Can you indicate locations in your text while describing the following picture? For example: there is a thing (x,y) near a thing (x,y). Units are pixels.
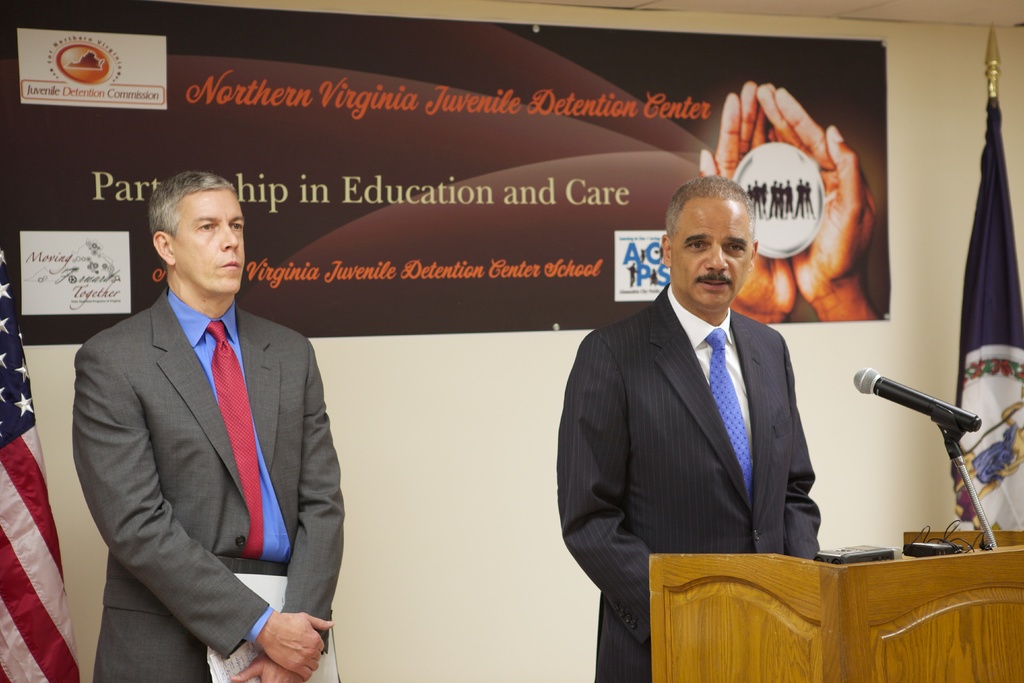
We can see a board (819,162) over a wall (918,178). We can see one man (611,398) standing in front of a podium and on the podium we can see a mike (943,405). There is other man (267,524) holding a book (280,598) in his hands (282,620) and standing beside to this man (725,376). At the right (963,495) and left side of the picture (39,444) we can see flags (22,545).
